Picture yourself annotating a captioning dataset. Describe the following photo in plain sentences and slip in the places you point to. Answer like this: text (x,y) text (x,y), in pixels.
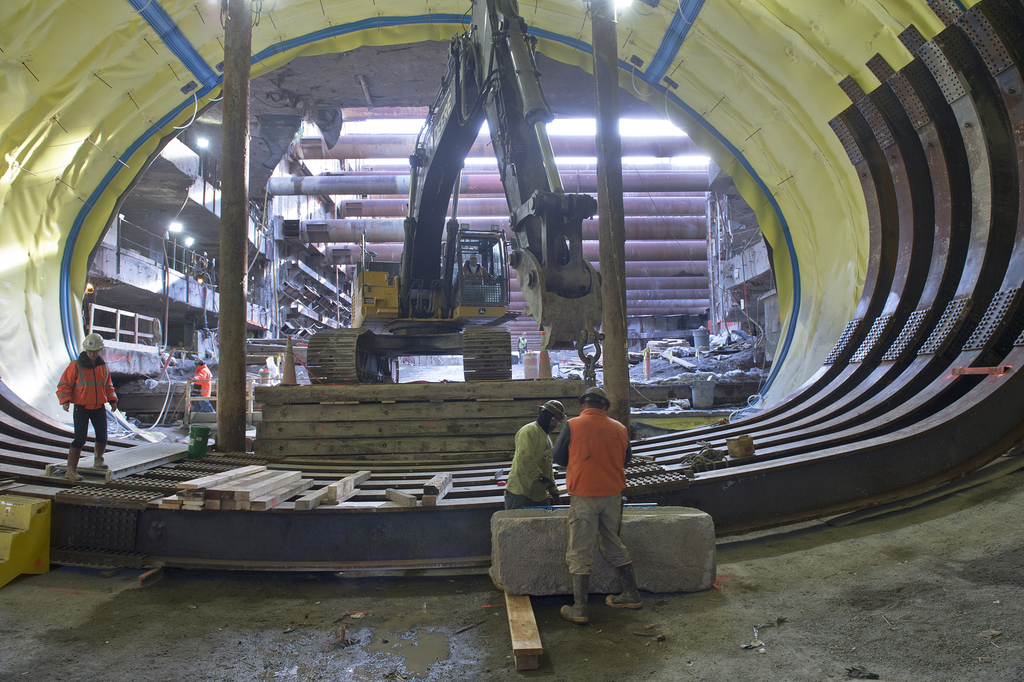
There are people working in the foreground (507,481), there is a machine (527,265), wooden boards (571,407), other objects (294,535) and a roof (27,85) in the background (736,207).
